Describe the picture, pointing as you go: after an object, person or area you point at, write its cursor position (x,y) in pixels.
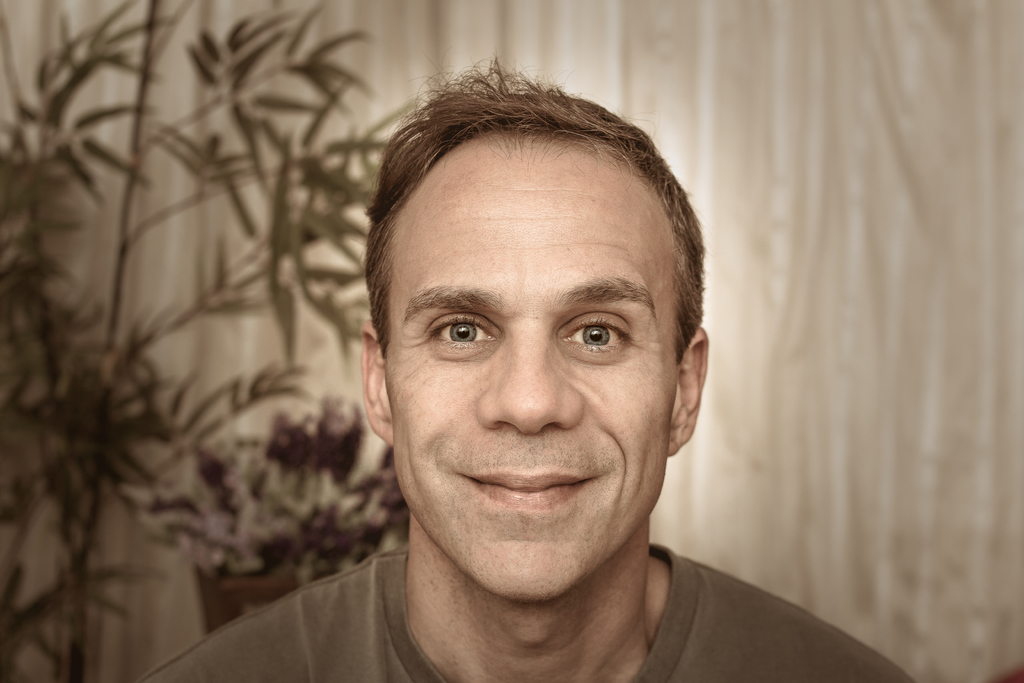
In this picture there is a man (514,407) who is wearing t-shirt (719,613). He is smiling. In the back (896,216) we can see cloth (816,282) and plant (320,207). Here we can see flowers (316,508) and pot (214,597).
